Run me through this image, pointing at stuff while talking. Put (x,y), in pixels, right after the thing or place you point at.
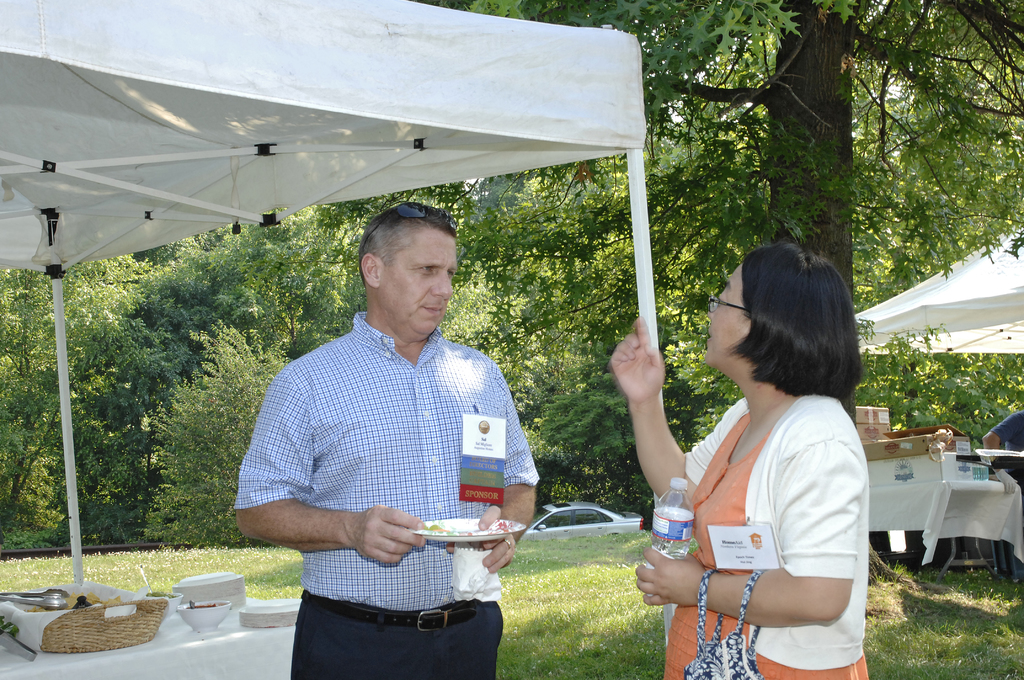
In the foreground of the picture (749,479) there is a woman (752,479) and a man (408,447) standing. On the left (187,666) there is a tent (177,62) and there are desk (197,646), on the desk (210,650) there are basket (125,623), bowl (203,623), plates (211,590) and spoons (62,596). In the background (290,261) there are trees (705,206). On the right (956,313) there are tent (969,306), desk (987,484) and a man (1018,441), on the desk (955,480) there are boxes (910,450). In the center of the background (558,515) there is a car (570,512).
